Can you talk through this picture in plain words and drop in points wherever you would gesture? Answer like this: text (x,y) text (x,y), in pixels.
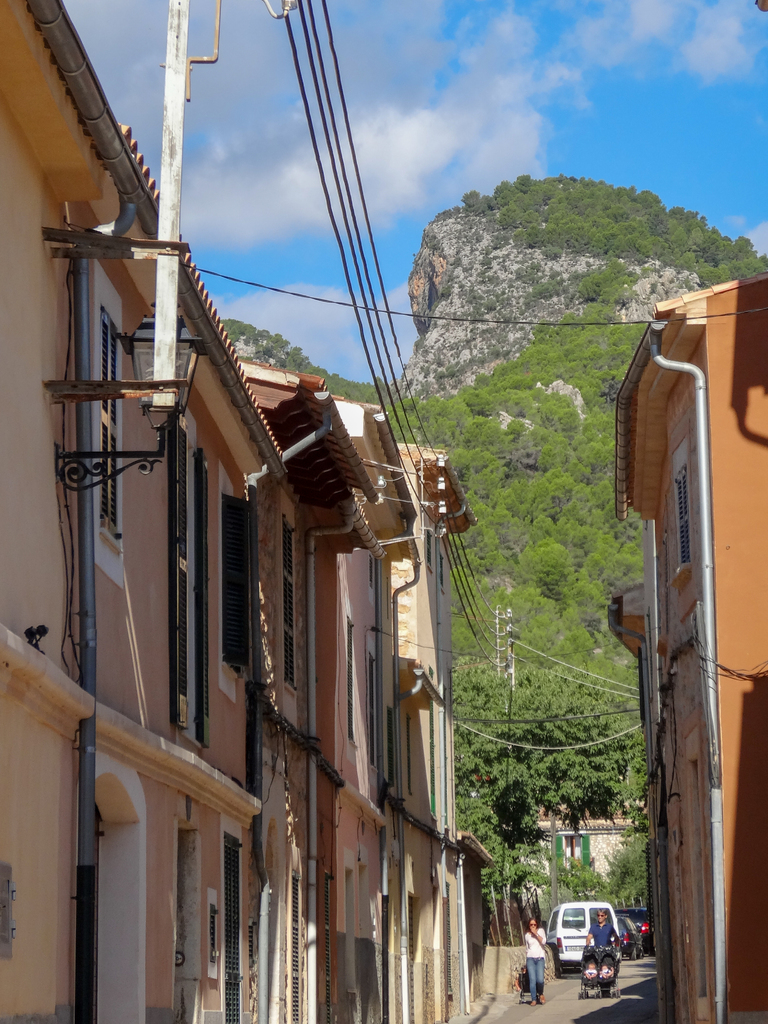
This image is clicked on the road (616,1000). In the front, we can see two persons (535,985) and a van (578,940). At the bottom (592,1014), there is a road (571,1004). On the left (121,676) and right, there are buildings (269,739). In the middle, there is a pole (174,226) along with wires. In the background (578,496), there is a mountain (478,215) covered with plants (578,233) and trees (535,634). At the top (335,100), there are clouds (543,73) in the sky (588,163).
